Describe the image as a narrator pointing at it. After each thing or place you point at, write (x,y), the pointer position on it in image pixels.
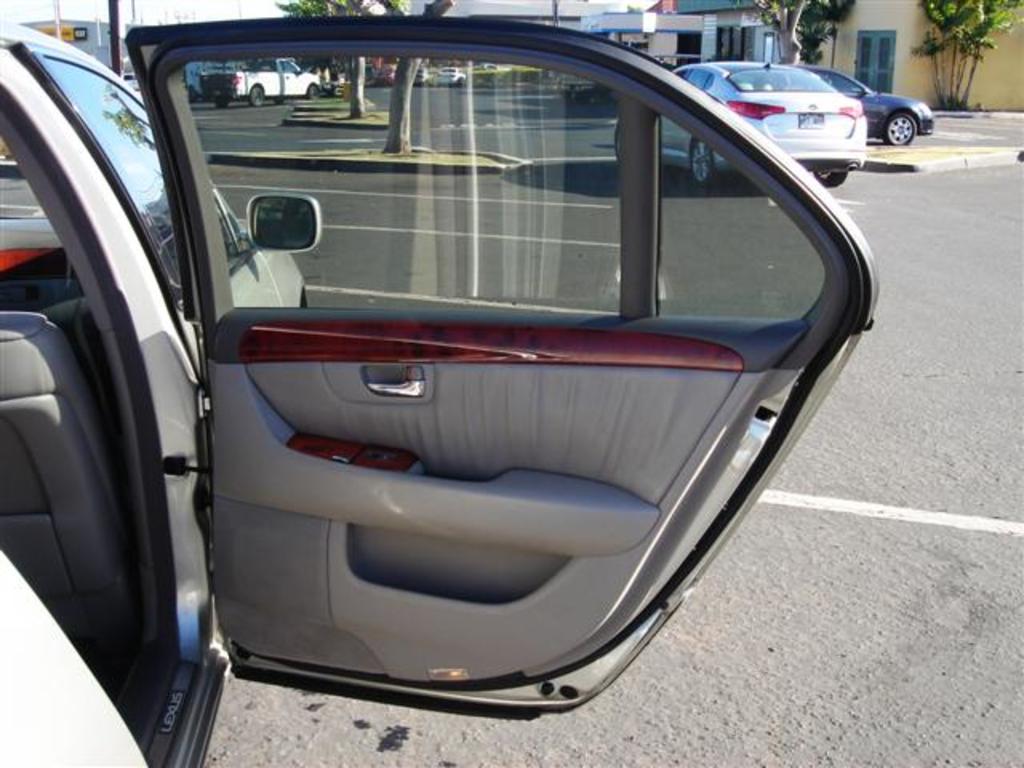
In this image we can see the door (346,382) of a car (371,509) which is opened. On the backside (781,94) we can see some vehicles (839,121) on the road (919,271), a group of trees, poles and some buildings (864,79).
